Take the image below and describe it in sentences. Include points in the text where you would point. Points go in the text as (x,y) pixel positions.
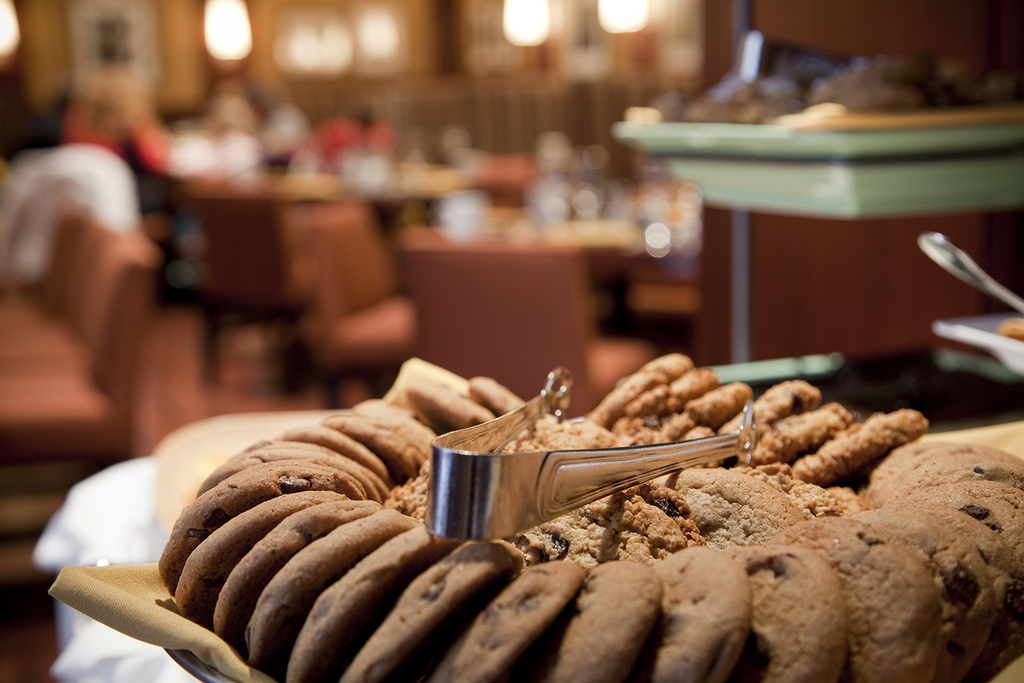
In this image there are few biscuits (516,592) and a holder (689,458) on a plate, there are few tables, chairs (279,295) and few people (326,139), lights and some frames (394,61) attached to the wall (389,83).
